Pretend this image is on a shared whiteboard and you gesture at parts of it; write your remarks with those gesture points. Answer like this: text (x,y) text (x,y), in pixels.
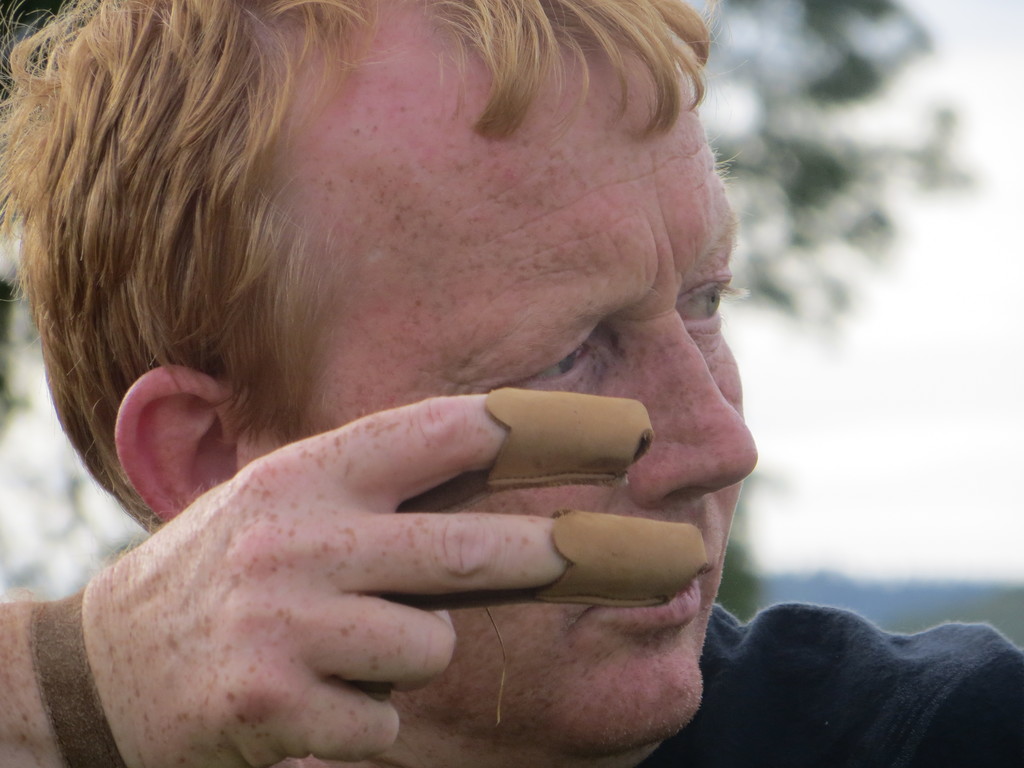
In this picture there is a person (599,722), to his hands (533,546) there is an object (62,646). The background (39,456) is blurred.
